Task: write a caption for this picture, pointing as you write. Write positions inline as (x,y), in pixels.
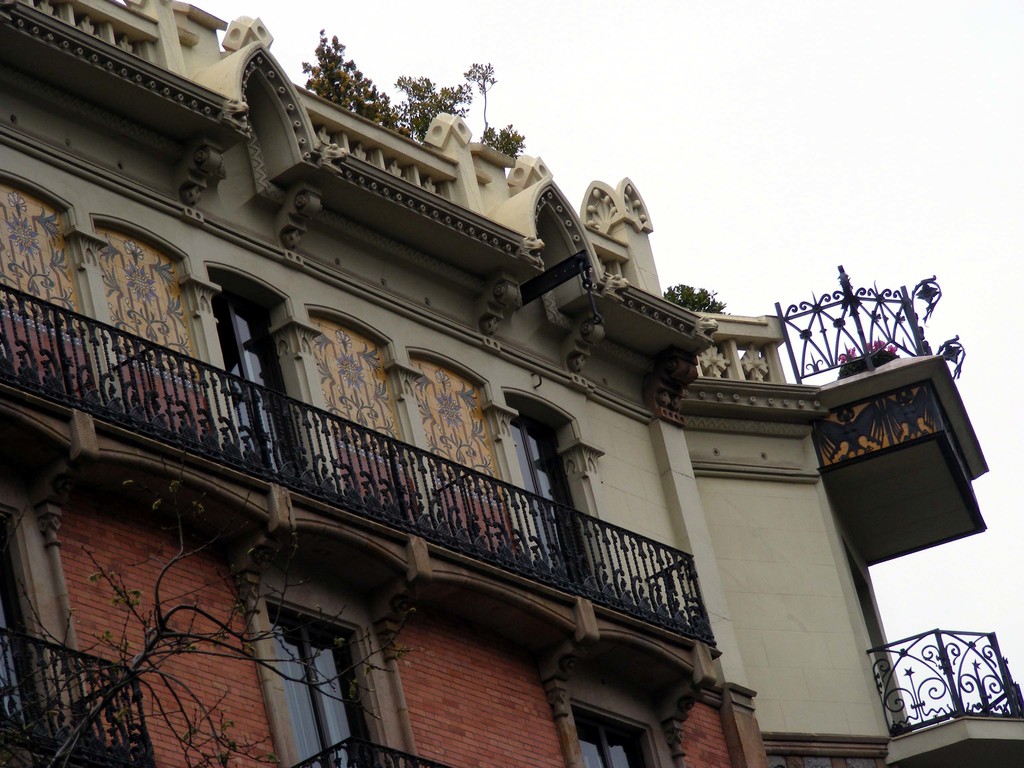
In this image, we can see a building (523,557) with walls (456,717), windows (331,714) and railings (307,762). Here we can see few plants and tree stems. Background (543,71) there is a sky (639,124).
